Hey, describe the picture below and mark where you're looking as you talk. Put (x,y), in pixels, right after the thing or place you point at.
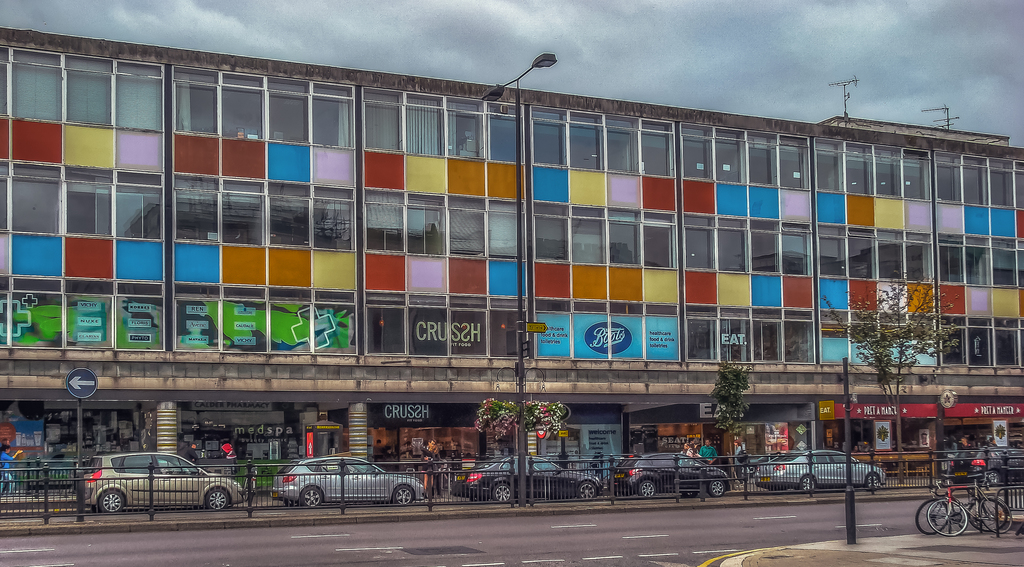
This image is taken outdoors. At the top of the image (502,53) there is the sky (816,73) with clouds (816,73). At the bottom of the image (651,559) there is a road (541,537) and there is a sidewalk (881,544). In the middle of the image (405,235) there is a building (570,266) and there are many boards (434,334) with text (89,330) on them. There are a few lights (501,91). There are a few poles (848,428). There are a few sign boards (87,373). There are a few trees (876,344). There is a railing (536,496). A few cars (116,474) are parked at the roadside (266,493). A few people (7,466) are walking on the sidewalk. On the right side of the image (953,498) two bicycles (952,514) are parked on the sidewalk (969,536).
